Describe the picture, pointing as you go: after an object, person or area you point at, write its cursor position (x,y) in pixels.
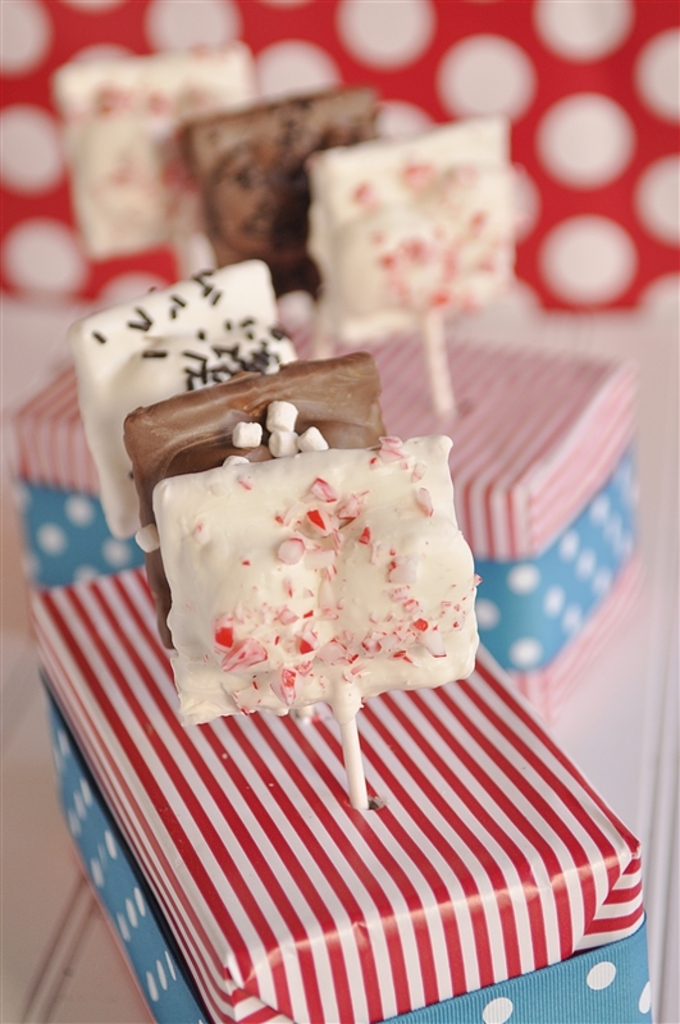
In this picture I can see there is some candies (366,470) placed in a box (185,861) and there is another box (80,493) in the backdrop (545,183), there is a red color wall (273,61) with polka dots (486,81).
